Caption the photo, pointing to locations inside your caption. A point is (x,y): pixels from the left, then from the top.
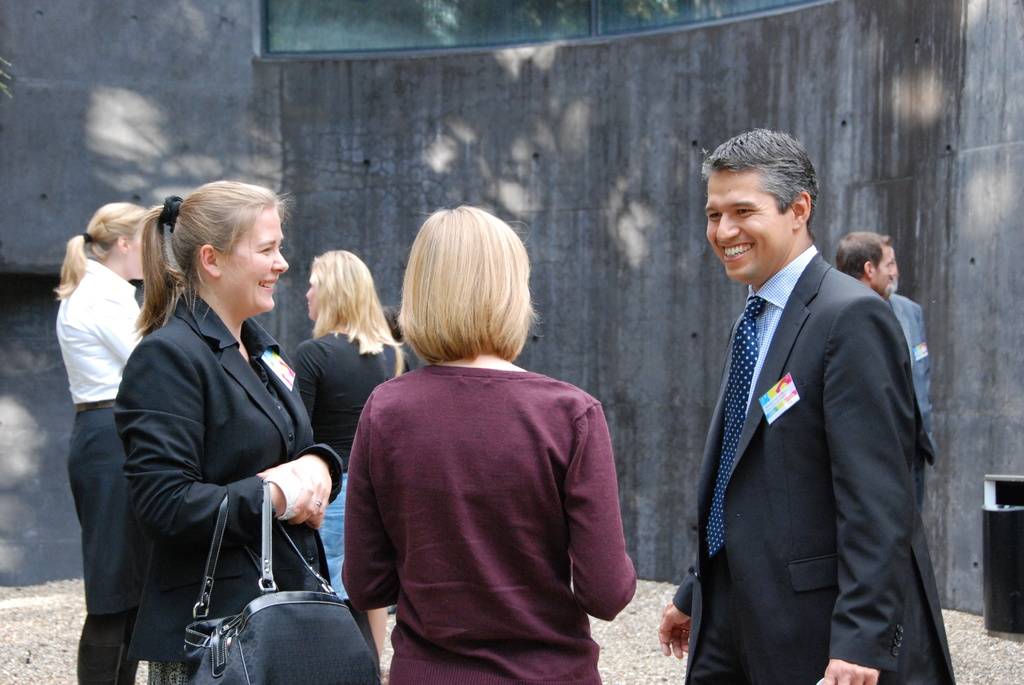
In this picture I can see group of people (254,245) standing, and in the background (428,152) there is a wall (975,499) and a dustbin (1014,558).
